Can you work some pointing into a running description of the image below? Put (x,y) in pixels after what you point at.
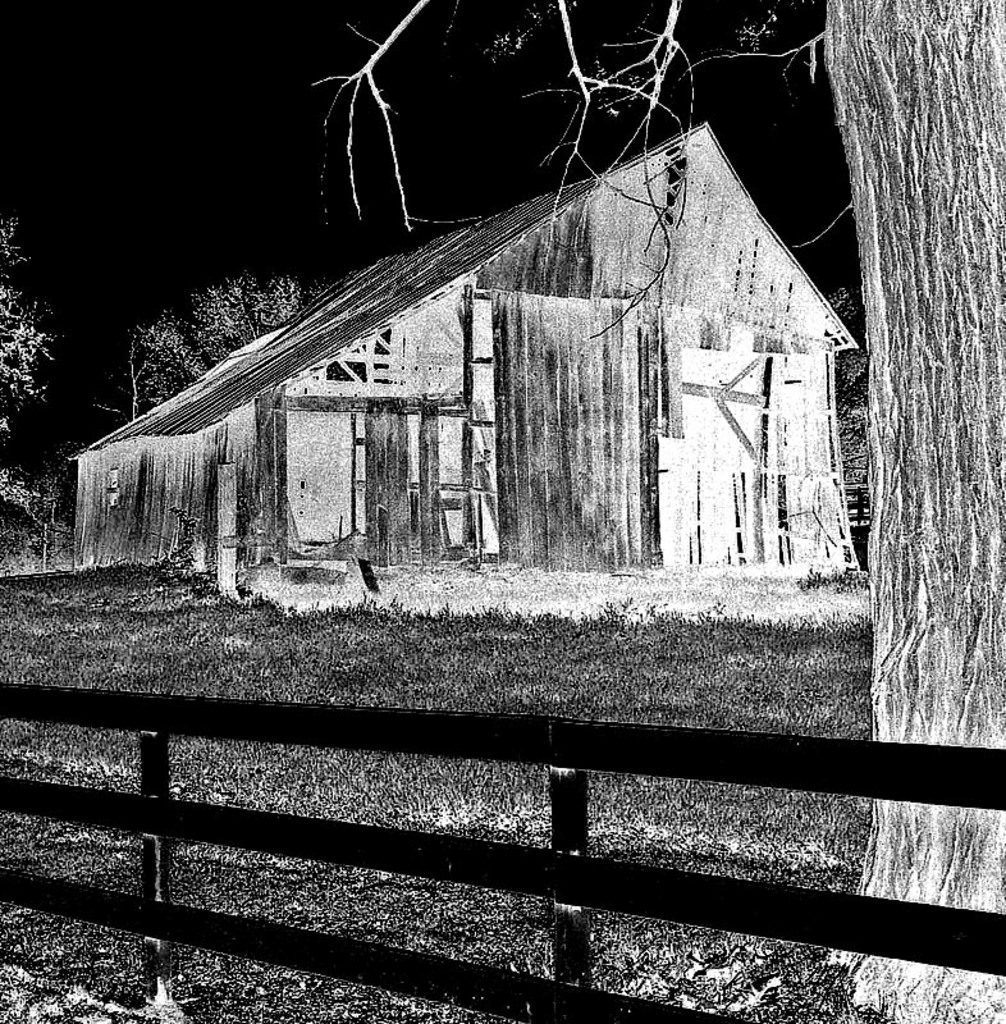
This is an edited image. We can see a fence (317,938) at the bottom of this image (371,941) and there is a grassy land (244,778) behind this fence (401,843). We can see a house (461,474) and trees (53,472) in the middle of this image (414,425). It is dark at the top of this image (333,157).
